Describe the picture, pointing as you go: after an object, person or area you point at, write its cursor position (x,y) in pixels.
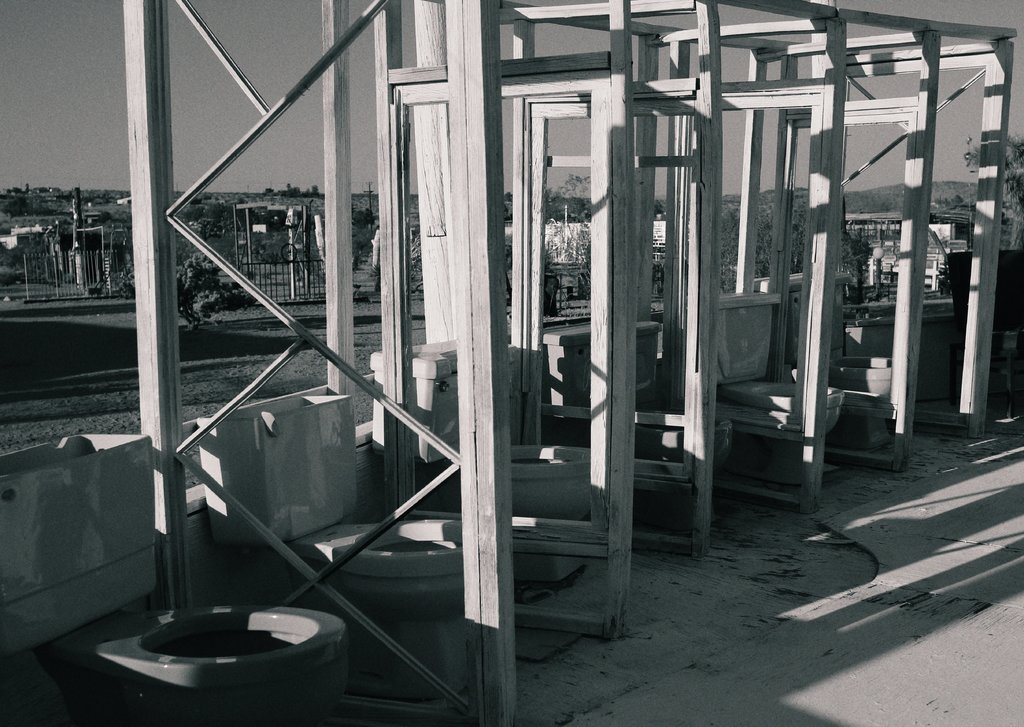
This is a black and white pic. We can see rods (552,630), commodes (783,451) and flush tanks (226,523). In the background (213,319) we can see plants (201,316), fences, metal objects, trees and sky (73,109).
